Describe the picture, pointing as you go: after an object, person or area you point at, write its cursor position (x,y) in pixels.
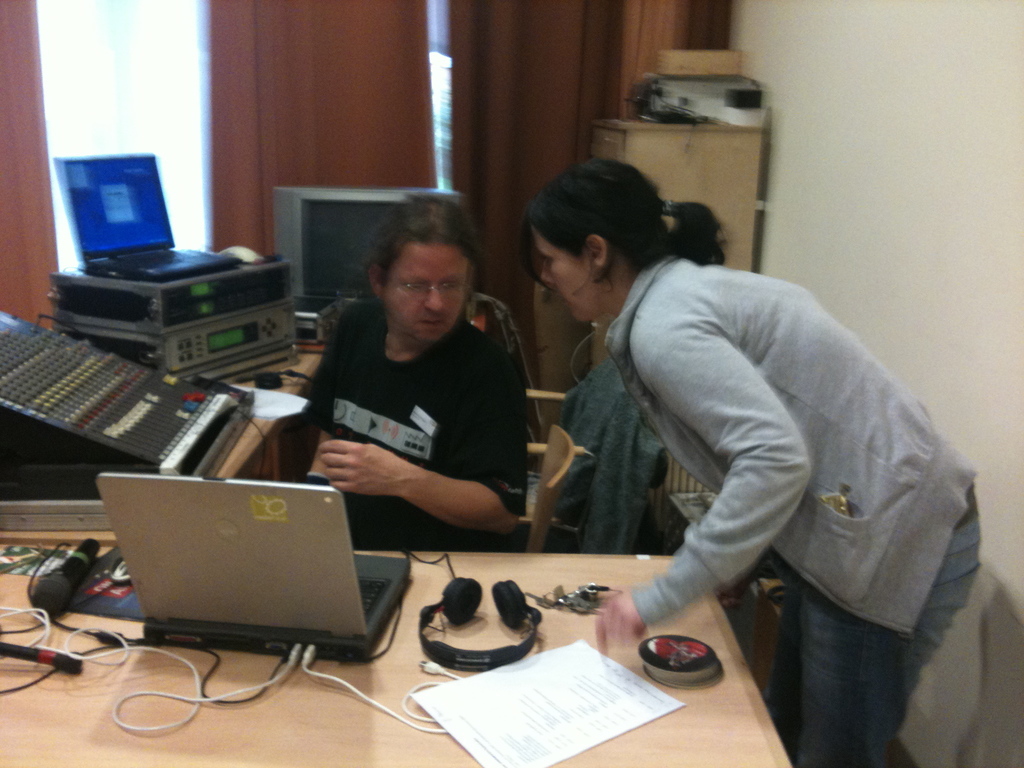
This person (381,472) sitting on the chair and this standing. In front of this person (369,392) we can see tables (237,669) on the table (172,717) we can see laptop (287,550), microphone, headset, keys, paper (503,702), cables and electrical objects (206,289). In the background (389,79) we can see wall (836,88), curtain (283,88), glass window (151,110).
